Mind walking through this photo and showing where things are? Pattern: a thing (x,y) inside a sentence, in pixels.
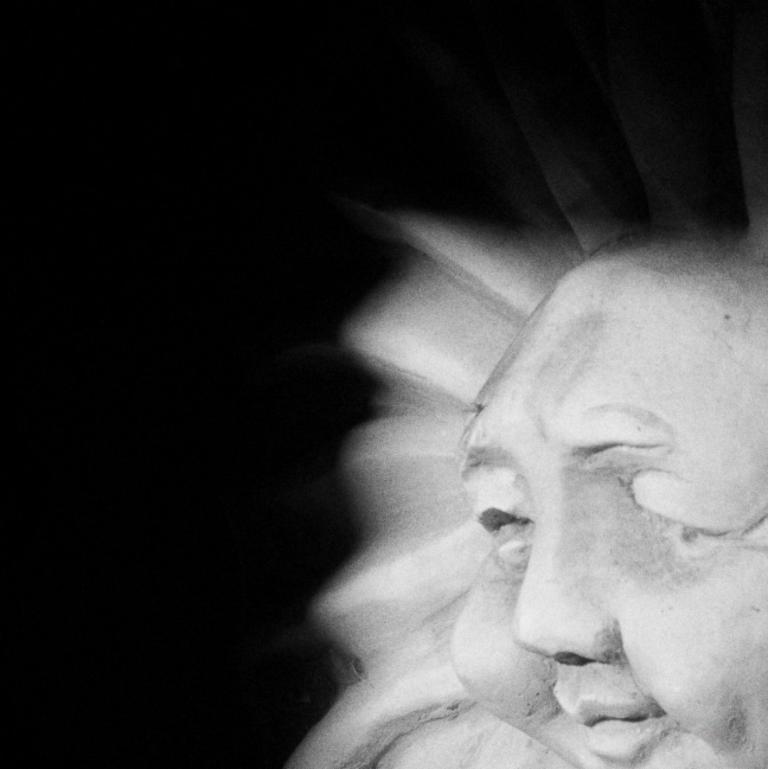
It is a black and white image. On the right side (637,326) there is a statue (627,613) in the shape of a human.
